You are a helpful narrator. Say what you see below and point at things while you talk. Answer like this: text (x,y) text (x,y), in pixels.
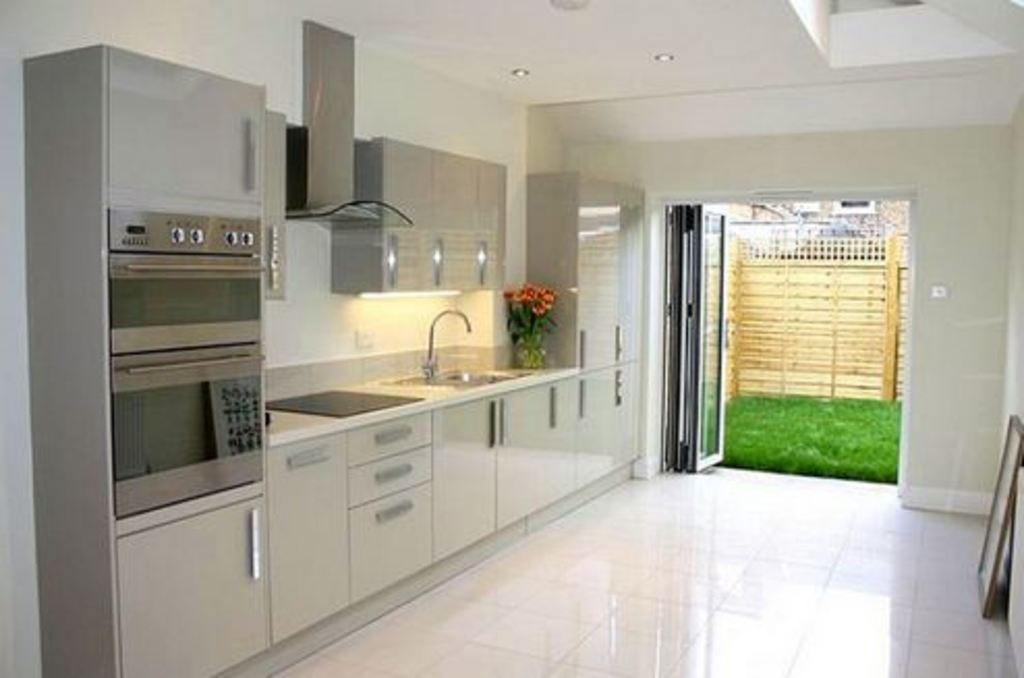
In this image, I can see the cupboards (415,277), micro oven (233,407), chimney (355,210), which are attached to the wall (296,104). This picture was taken in the kitchen room (553,566). On the right side of the image (999,557), I can see a photo frame (1021,453), which is placed on the floor (937,598). In the background (733,456), I can see a glass door (722,422), grass (789,399) and a wooden fence (844,343). I can see a flower vase (536,351) with the flower (533,336) and a sink (453,384) with a tap (428,349) on the kitchen cabinet (397,444).
